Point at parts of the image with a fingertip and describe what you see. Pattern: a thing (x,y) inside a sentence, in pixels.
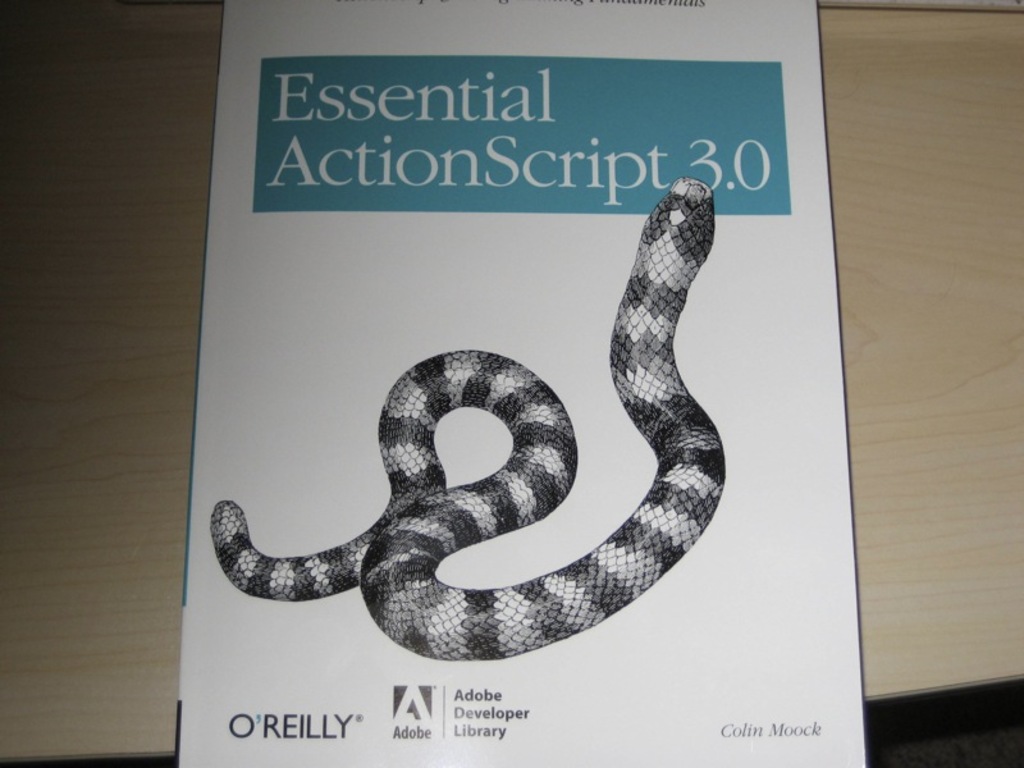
In this picture we can see the book (825,510), placed on the wooden table top (2,381). In the front (422,607) we can see black and white color snake (436,489) printed on the book (190,687).
